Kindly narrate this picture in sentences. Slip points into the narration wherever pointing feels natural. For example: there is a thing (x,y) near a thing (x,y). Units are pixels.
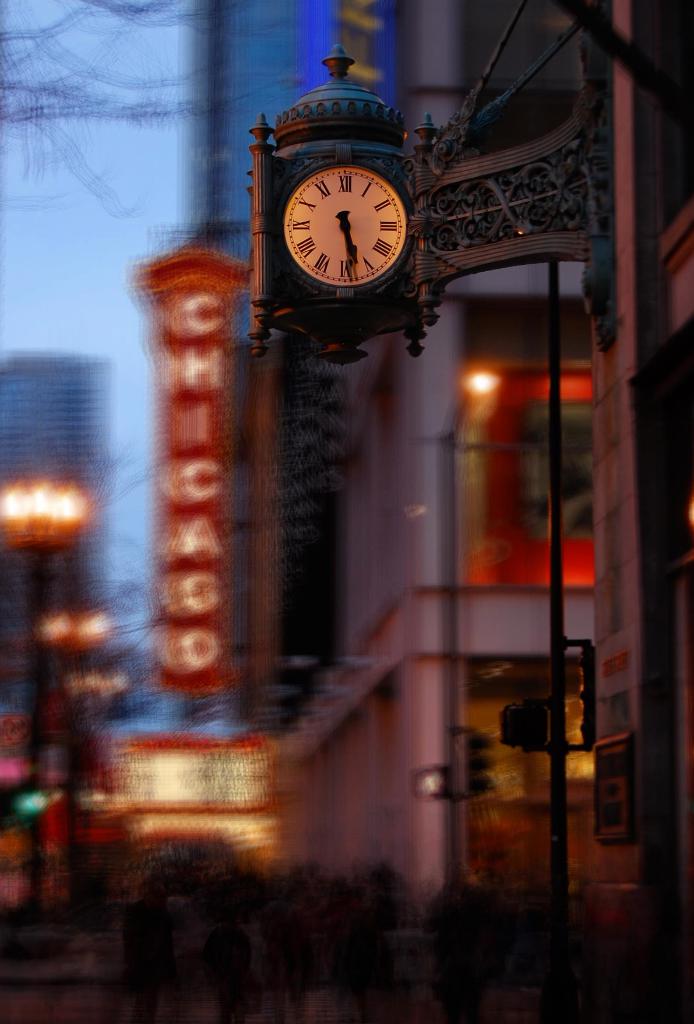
At the top of this image (335,246) I can see a clock (328,245) which is attached to a wall (627,519). In the background (360,603) there are some buildings (313,669) and poles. On top of the image (87,161) I can see the sky (125,155).
